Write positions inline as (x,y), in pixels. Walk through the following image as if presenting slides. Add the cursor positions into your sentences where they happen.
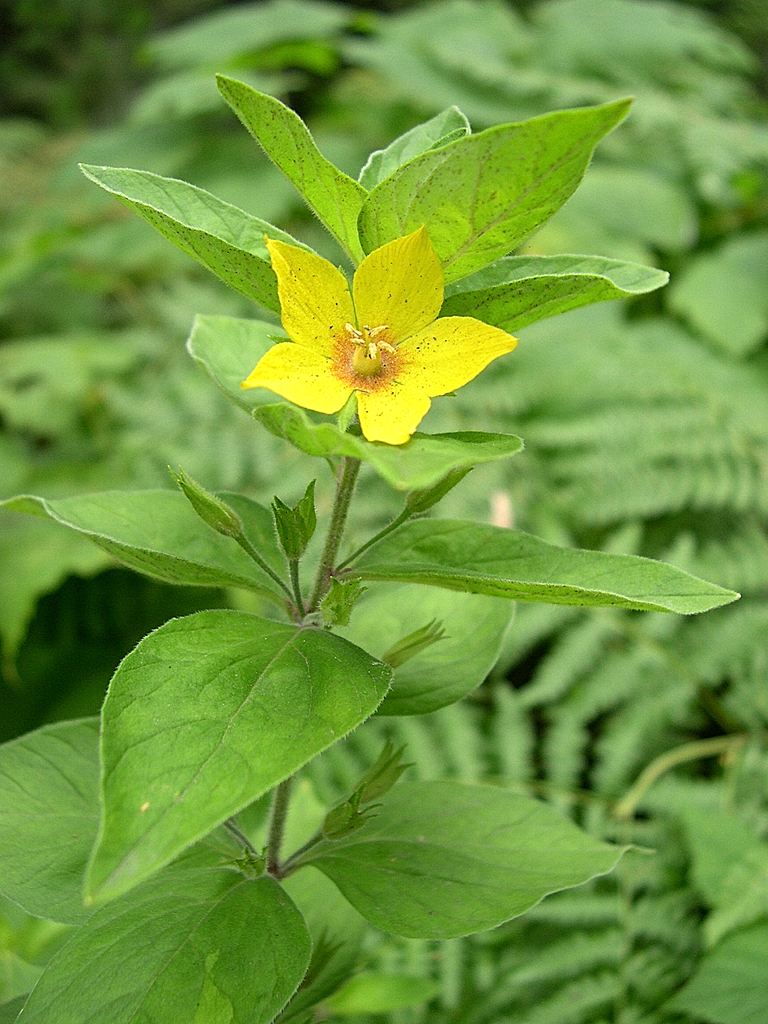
In this image we can see buds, flower (351,355) and leaves (209,653) on a stem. In the background (630,729) there are leaves (662,234) and it is blurry.
